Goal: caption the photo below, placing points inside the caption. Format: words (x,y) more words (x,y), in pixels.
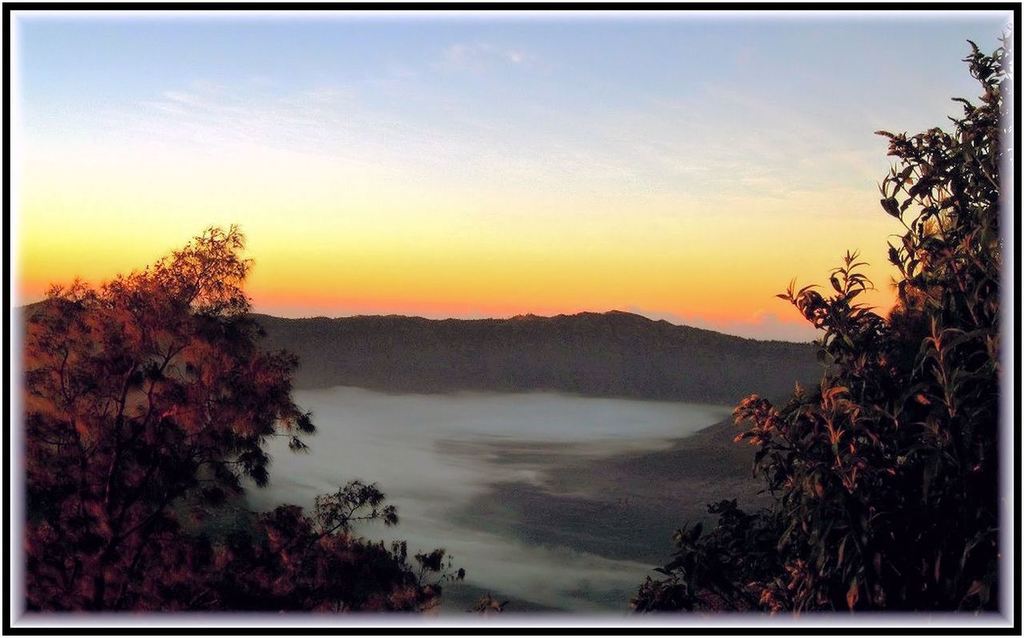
It is an edited image, there is a beautiful scenery (730,436) with trees (715,513) and mountains (405,317) and in the background (168,186) there is a pleasant view of the sky (422,277).
